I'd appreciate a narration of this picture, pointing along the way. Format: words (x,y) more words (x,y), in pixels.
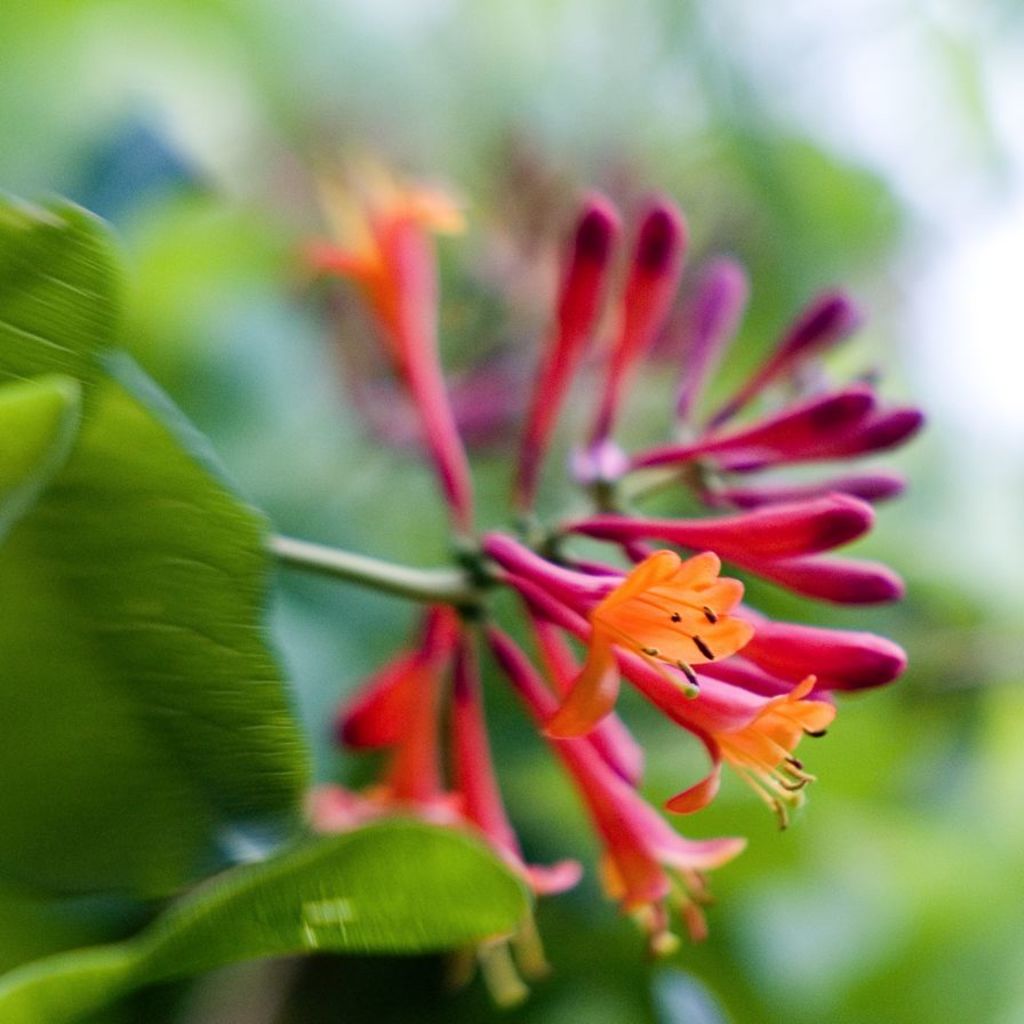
In the center of the image (593,639) we can see a flower (544,557) and leaves (215,551). In the background (509,594) the image is blur.
